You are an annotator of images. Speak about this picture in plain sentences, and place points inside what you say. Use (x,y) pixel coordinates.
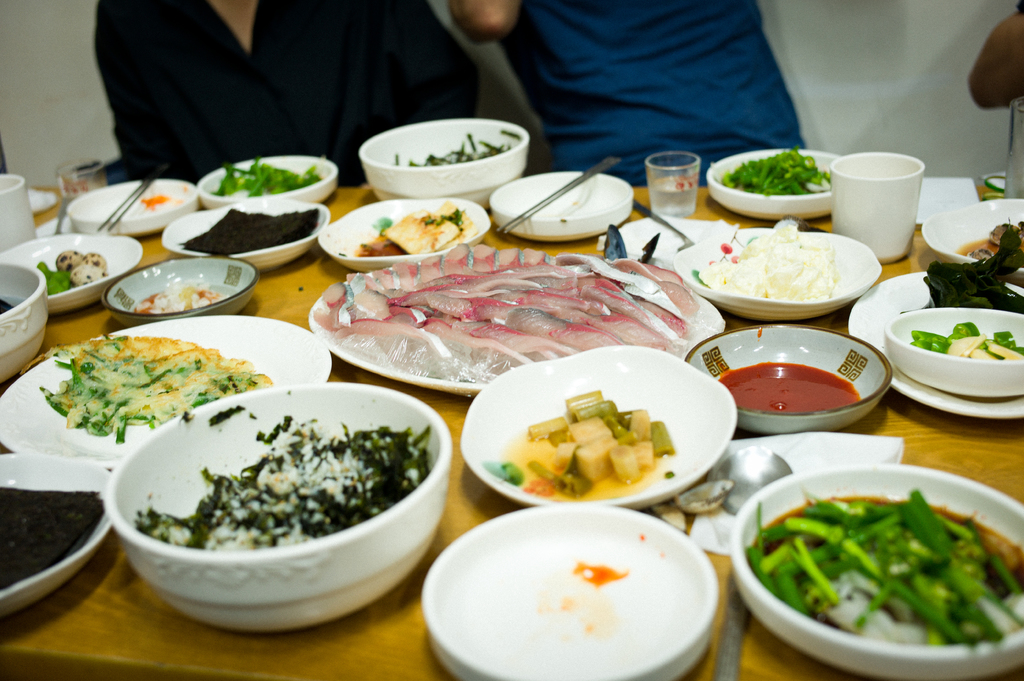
This is the table (352,651) with the plates (582,199), bowls (957,249), glasses (677,194), spoons (782,470), tissue paper (797,435) and few other things (903,212). These plates (273,209) and bowls (184,424) contain different types of food items (248,503). I can see two people (598,50) sitting. This looks like a wall (850,71).
